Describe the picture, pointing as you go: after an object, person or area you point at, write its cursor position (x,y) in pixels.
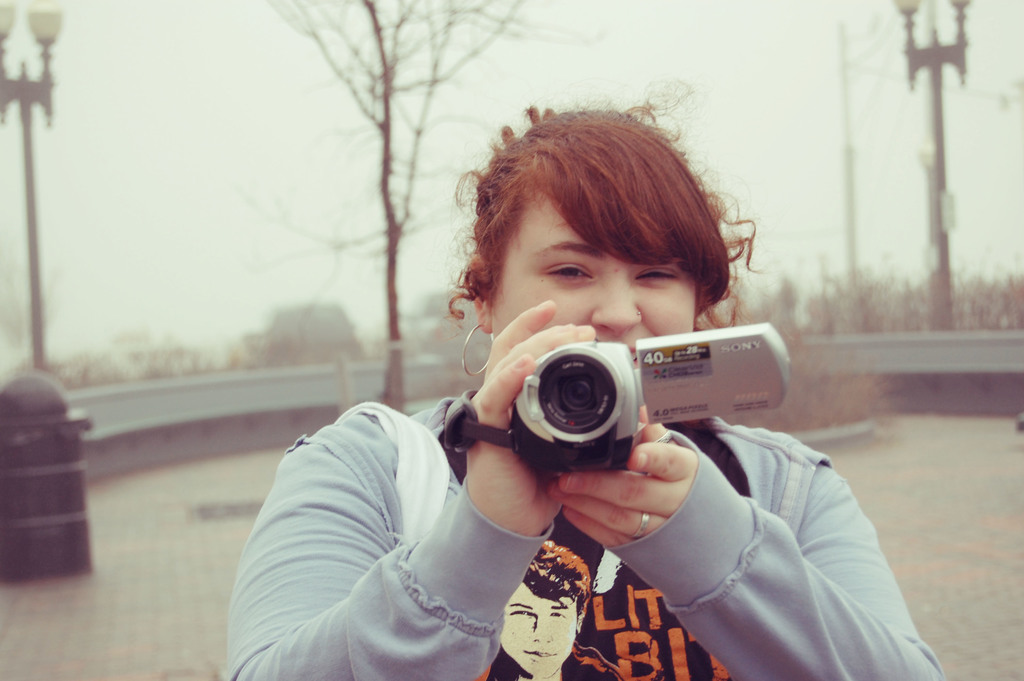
In this picture a women (577,542) in blue jacket (369,564) holding a camera (619,392) to the right hand (625,510) she is having a ring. Background of this women (643,517) is a wall (248,431), tree (388,230) and sky (199,132) and there is also a pole (29,204) with street lights (44,23).
